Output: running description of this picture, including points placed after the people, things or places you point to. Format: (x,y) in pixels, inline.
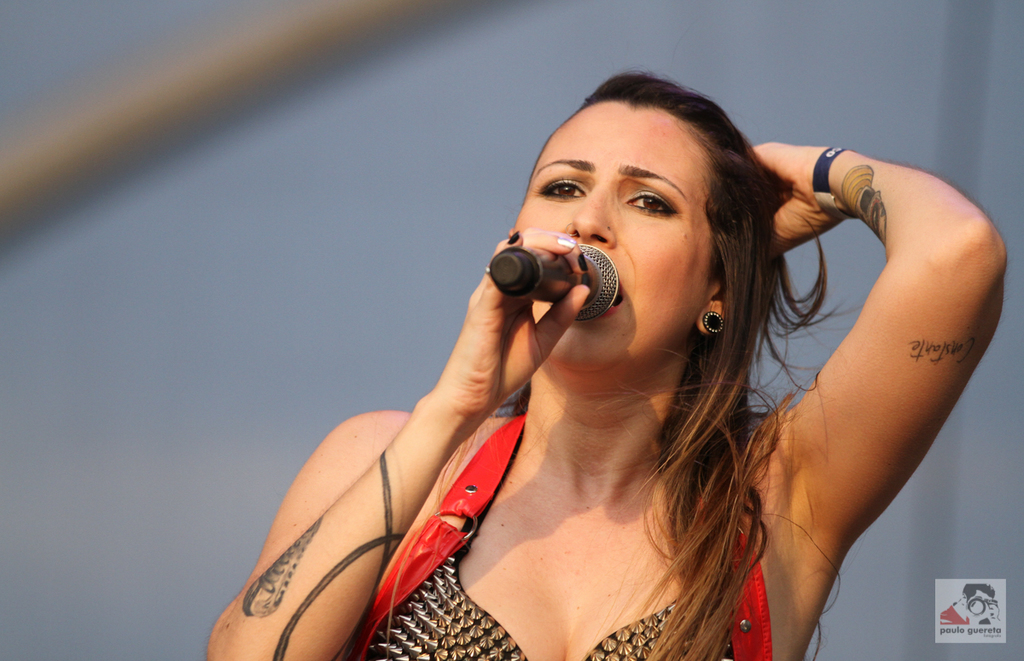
In this picture we can see a woman (690,341) who is holding a mike (572,281) with her hand (482,358). And she is singing on the mike (594,265).
